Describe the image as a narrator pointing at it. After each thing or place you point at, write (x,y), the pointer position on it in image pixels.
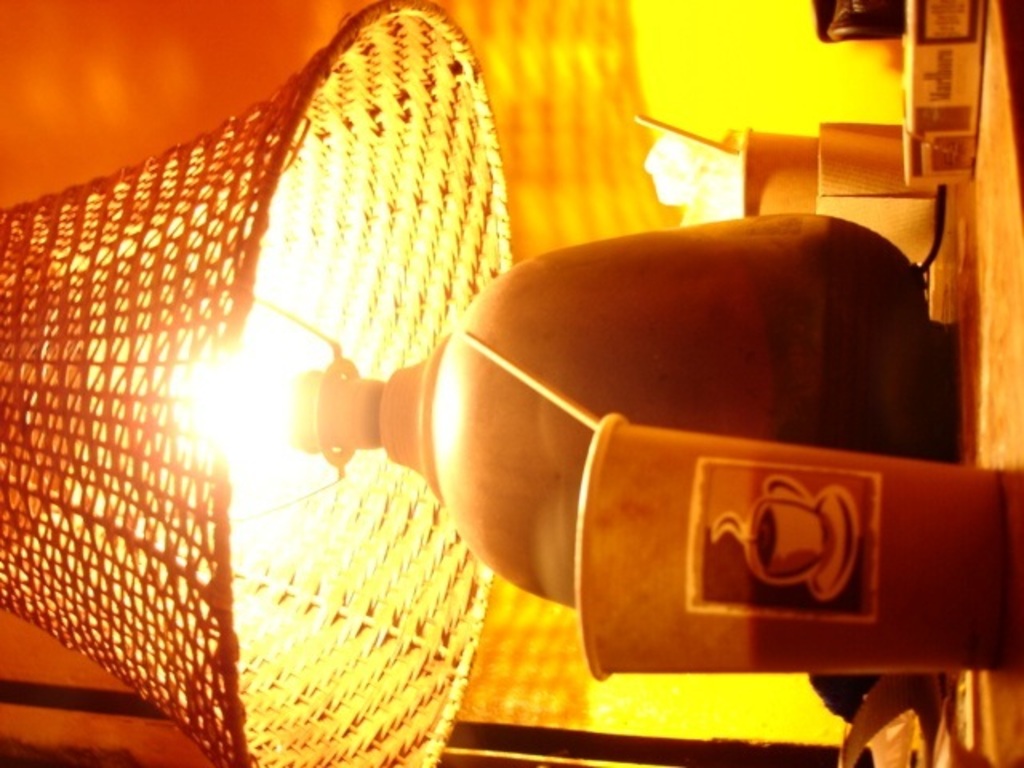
In this image I can see a lamp (352,267), few glasses (753,536) on the table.
